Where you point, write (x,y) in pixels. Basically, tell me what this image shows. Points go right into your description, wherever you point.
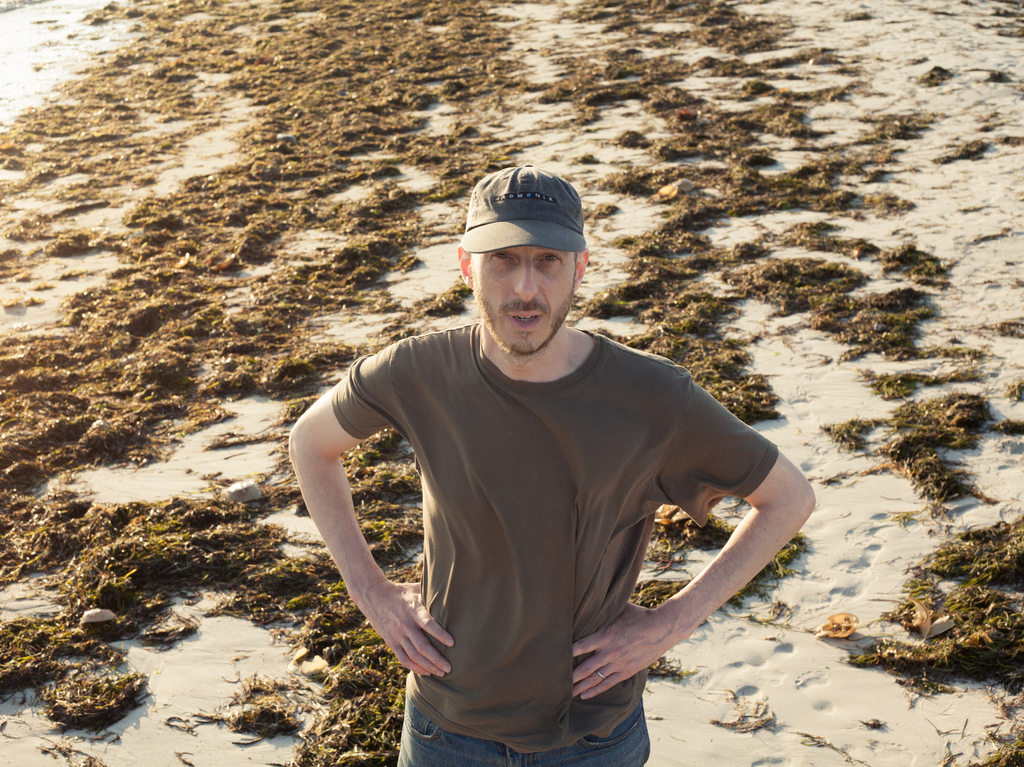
In this picture we can see a man (422,358) wore a cap (564,238) and at the back of him we can see the grass (339,279) on the ground (727,189).
